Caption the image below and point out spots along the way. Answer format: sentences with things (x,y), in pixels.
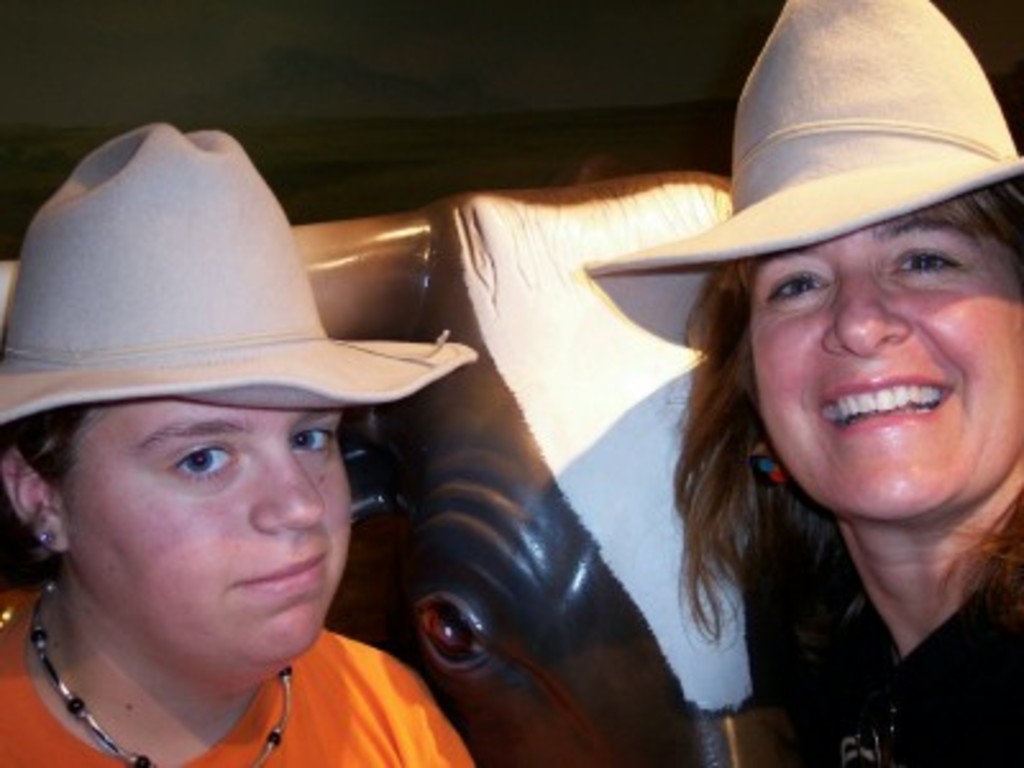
In this image we can see two women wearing hats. On the backside (597,613) we can see a toy cow (594,553).
